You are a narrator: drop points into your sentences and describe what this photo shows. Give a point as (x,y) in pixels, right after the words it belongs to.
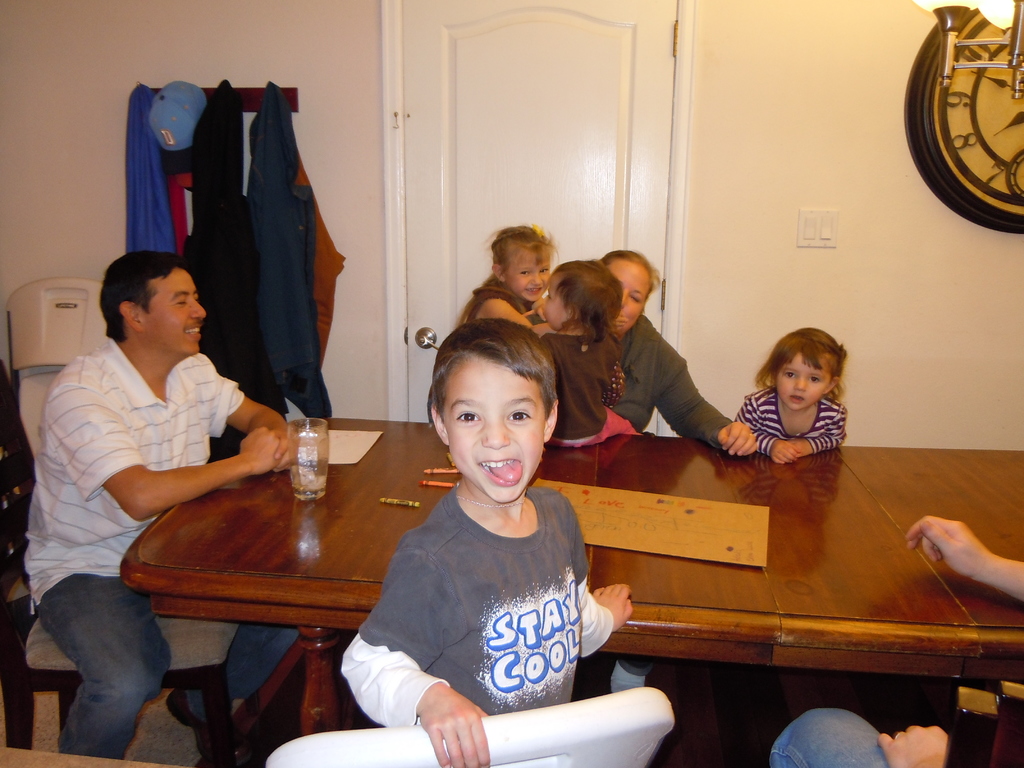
in this picture we can see two persons (215,372) with number of children (546,510) sitting in front of a table (829,553) in a chair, here we can also see a clothes (186,154) hanging on a wall (307,125), here we can see a wall clock (944,127).
